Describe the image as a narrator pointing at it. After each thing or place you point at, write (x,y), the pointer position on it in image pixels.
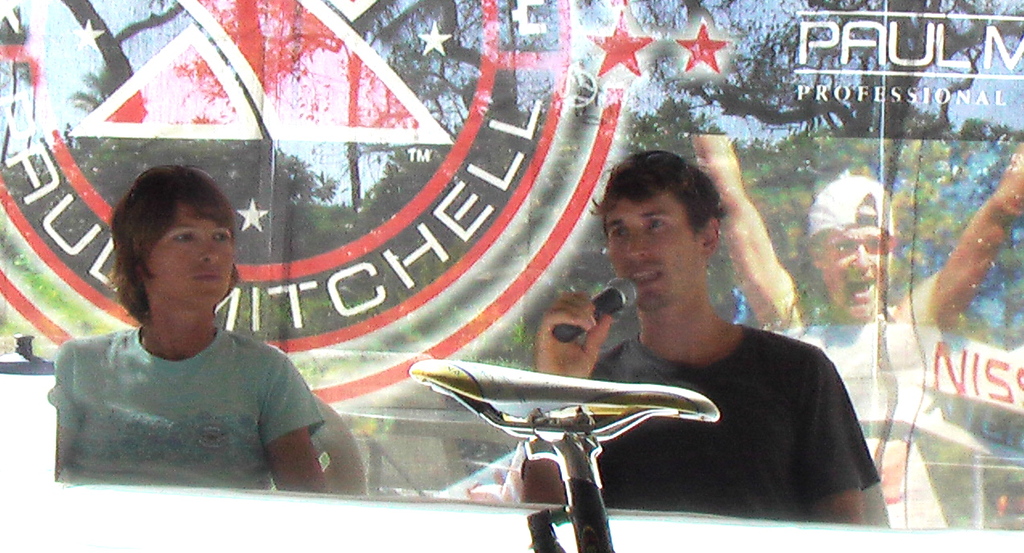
In the image we can see there are people (728,343) sitting on the chair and there is a man (808,448) holding mic (601,311) in his hand (553,308). Behind there is a banner (695,66) on which there is a person (911,383) standing and wearing cap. In front (542,386) there is a bicycle seat (522,390).
